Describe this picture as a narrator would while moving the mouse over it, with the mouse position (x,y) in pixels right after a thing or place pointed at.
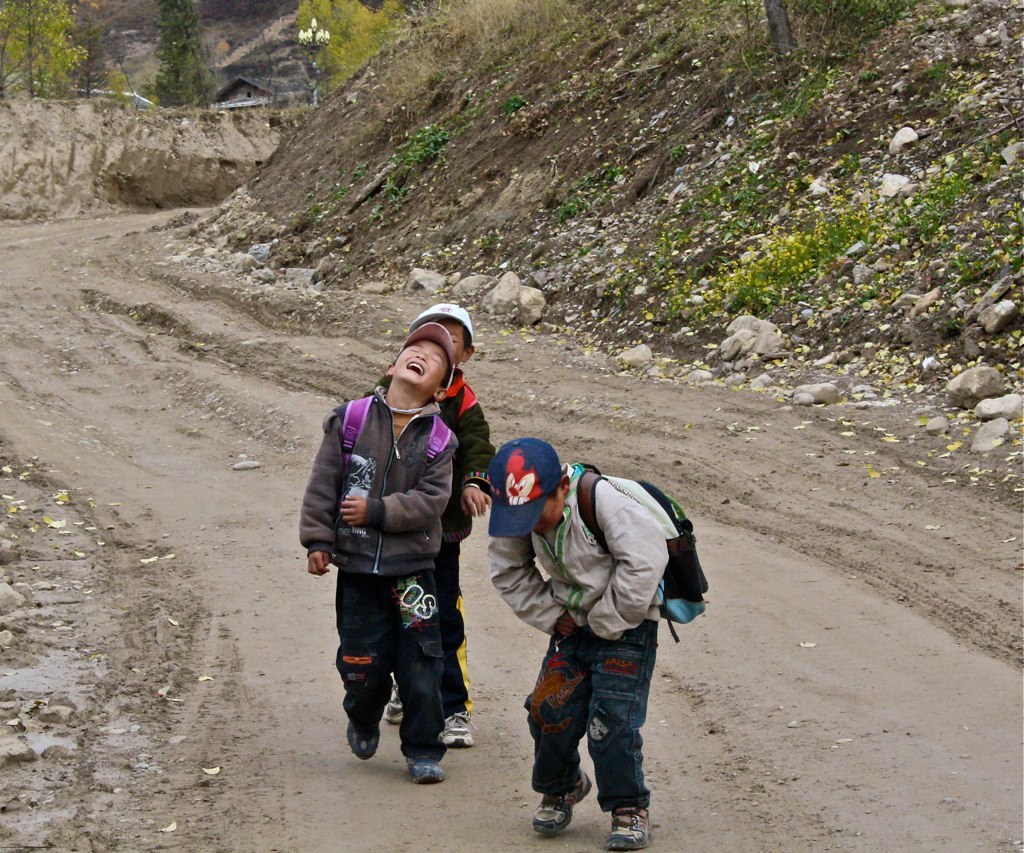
This picture shows three boys (611,576) carrying backpacks (655,524) on their back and walking on the road (660,457). we see few trees (163,47) around.
